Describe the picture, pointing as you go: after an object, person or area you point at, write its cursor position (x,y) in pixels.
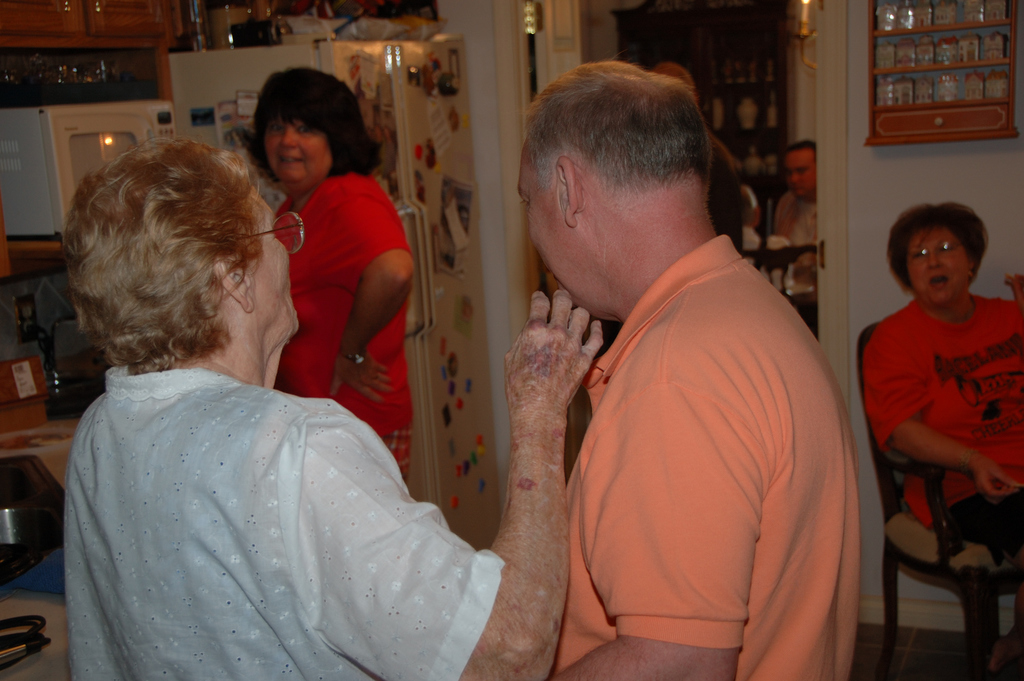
In the center (560,290) we can see three persons (512,386) were standing. On the right (944,374) there is one woman (961,422) sitting on the chair (983,546). In the background (854,105) there is a fridge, cupboard (158,70), wall (851,239), table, chair (802,253) and two persons (800,223) were sitting on the chair (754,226).
